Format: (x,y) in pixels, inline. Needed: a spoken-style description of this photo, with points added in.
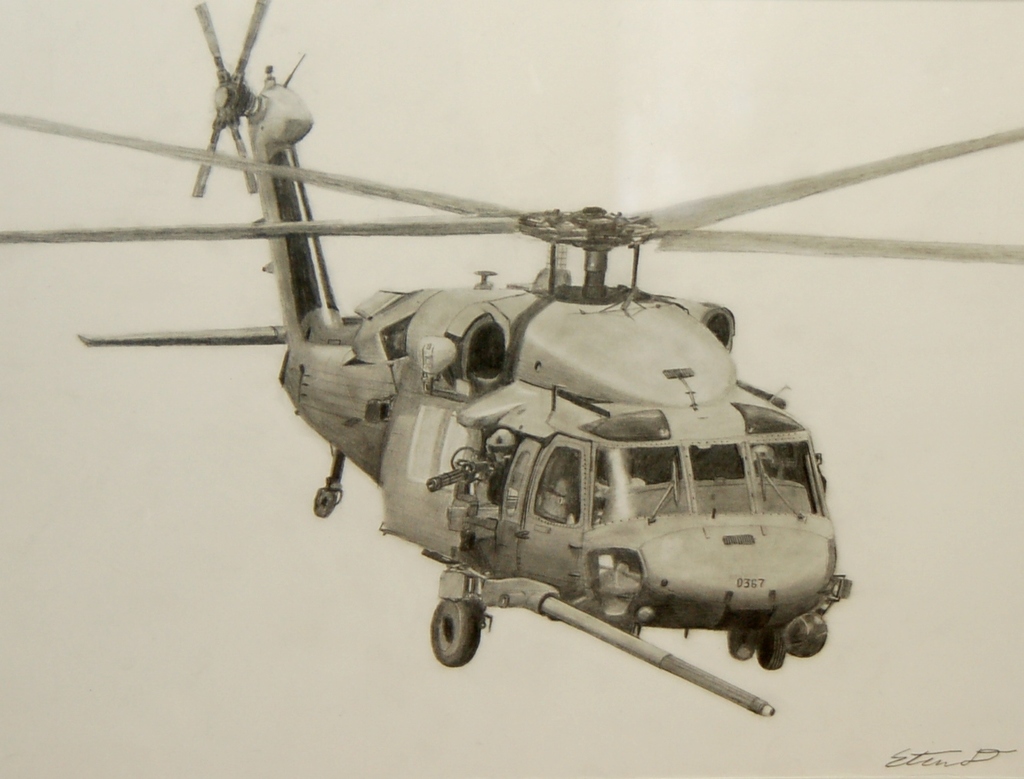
In this image I can see a helicopter (581,492) and here I can see few numbers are written. I can also see this image is black and white in colour.
